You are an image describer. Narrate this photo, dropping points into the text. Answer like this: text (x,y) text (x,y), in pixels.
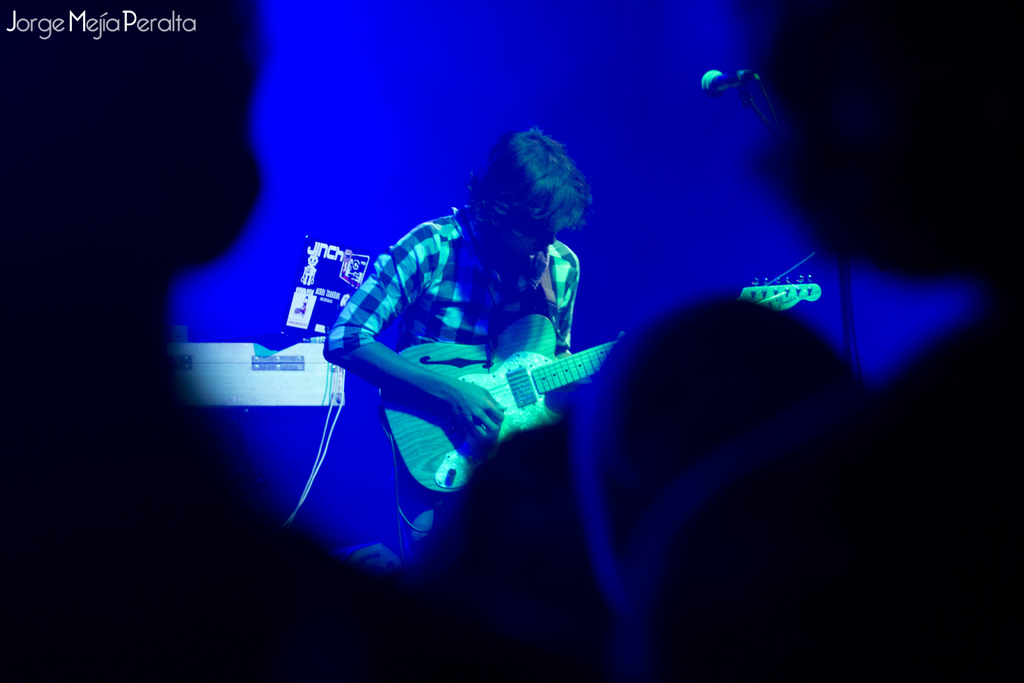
Bottom of the image (491,571) few people (44,427) are standing. In the middle of the image (512,302) a man (531,144) is standing and holding a guitar (409,407) and there is a microphone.
